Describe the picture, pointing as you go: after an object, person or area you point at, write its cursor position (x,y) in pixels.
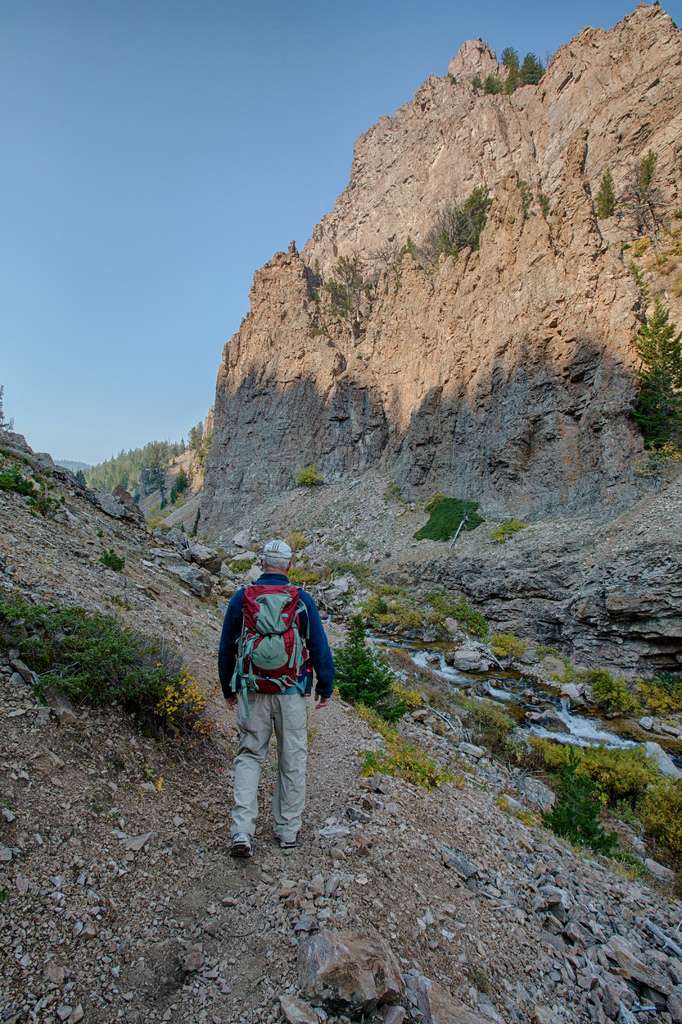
In this image there is a person (287,725) standing at bottom of this image (291,704) is holding a backpack (240,664) and there are some plants (491,707) in middle of this image (351,659), and there is a mountain (398,336) at top of this image (379,330) and there is a sky (187,249) in the background (203,210).
